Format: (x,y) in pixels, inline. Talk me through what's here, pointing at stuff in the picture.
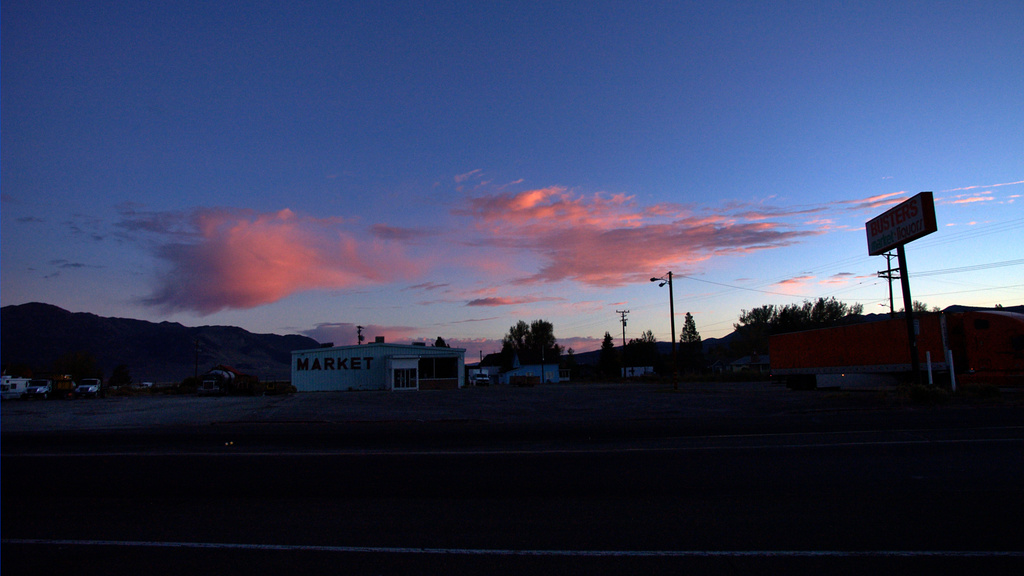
In this picture we can see road (758,485), hoarding (878,244), poles (901,266), houses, vehicles (843,354) and trees (85,367). In the background of the image (97,368) we can see hills (233,347) and sky (492,237) with clouds (493,276).
